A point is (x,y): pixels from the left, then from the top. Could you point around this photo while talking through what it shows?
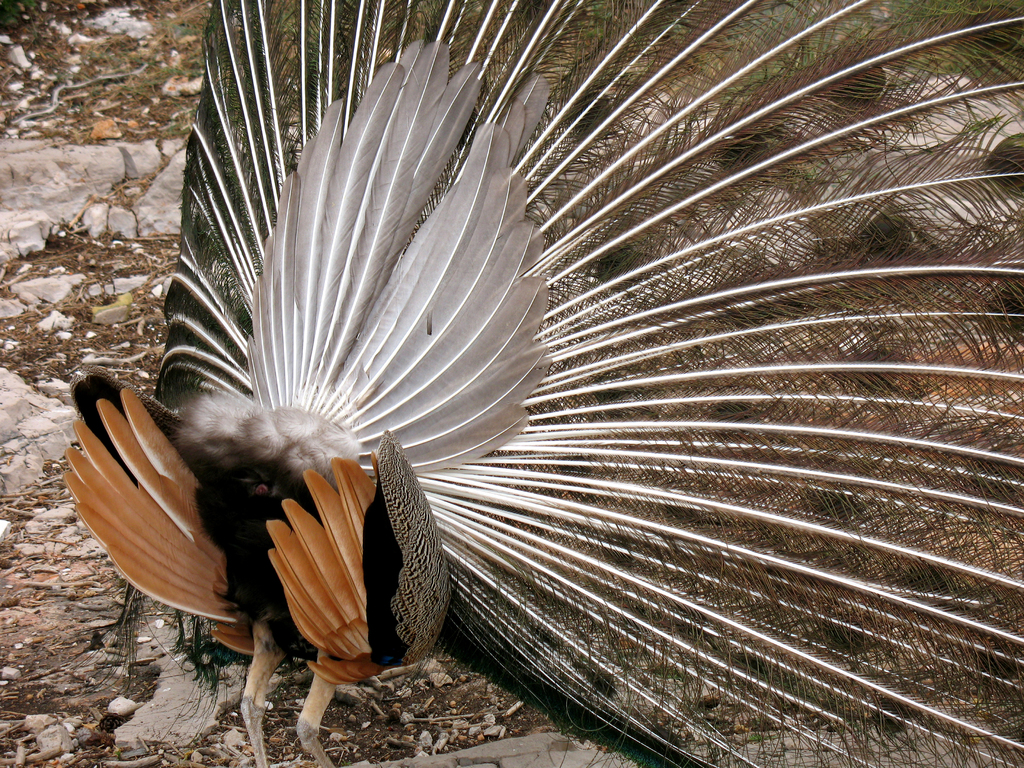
This picture shows a peacock (909,292) and we see few stones (99,169) and dried leaves (139,100) on the ground (41,673).
